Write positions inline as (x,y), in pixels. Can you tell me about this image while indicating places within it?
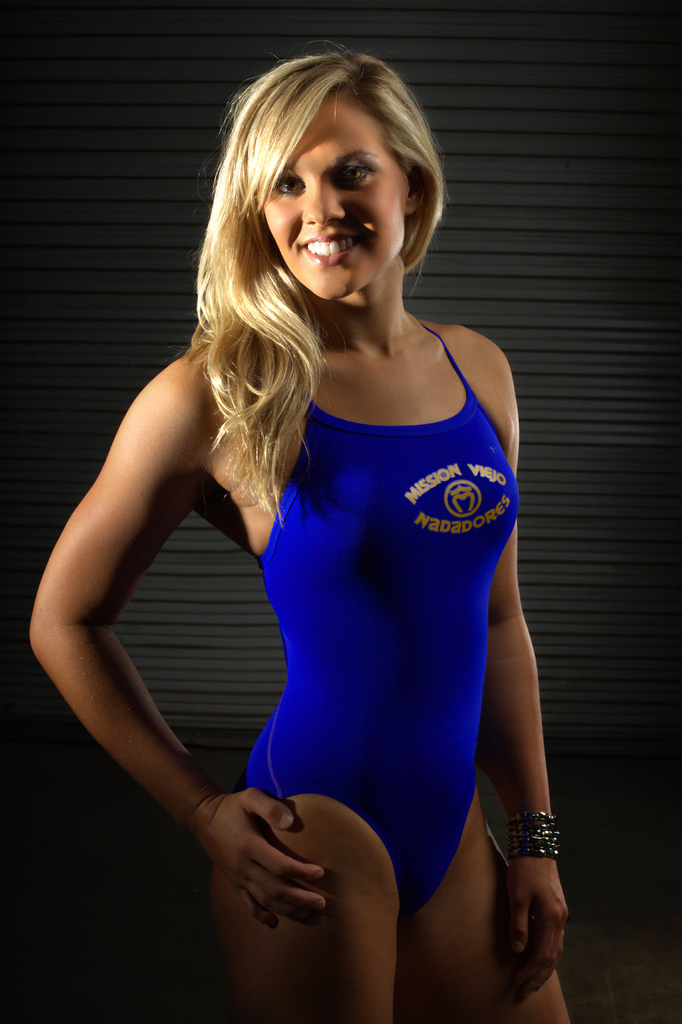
In the image there is a woman (377,490), she is wearing a swimsuit (288,711) and smiling.
